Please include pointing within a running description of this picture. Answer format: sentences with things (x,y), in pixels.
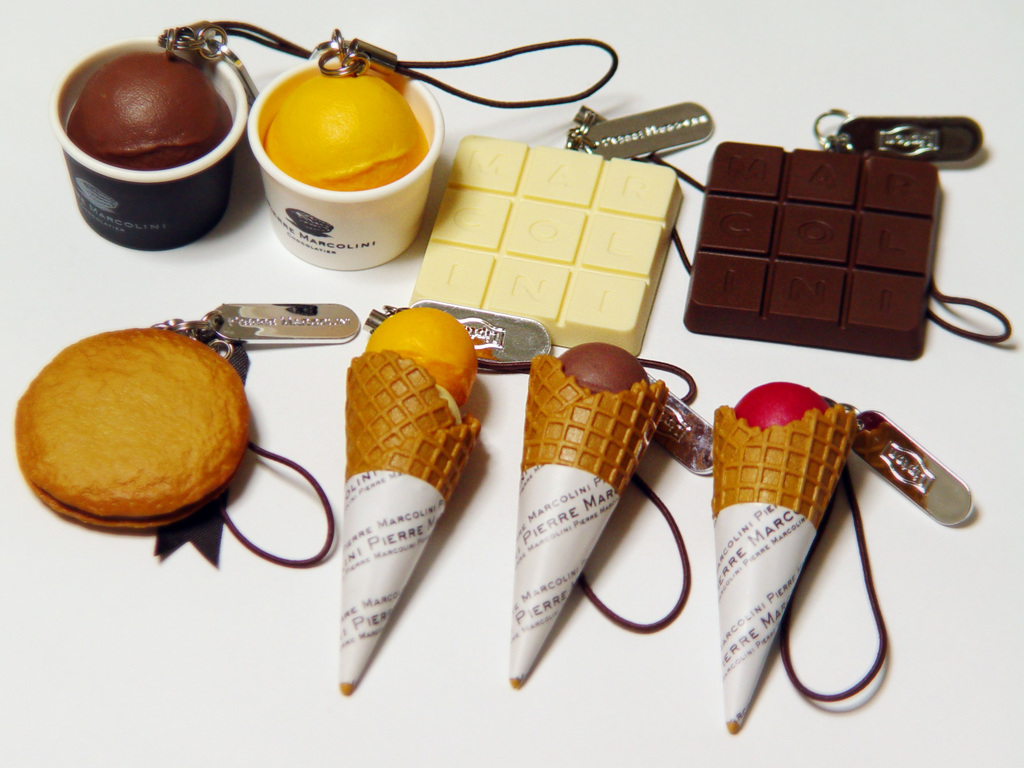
In this image I can see few depictions of ice cream (631,429) and chocolates (499,236). I can also see something is written on few stuffs (358,675).
